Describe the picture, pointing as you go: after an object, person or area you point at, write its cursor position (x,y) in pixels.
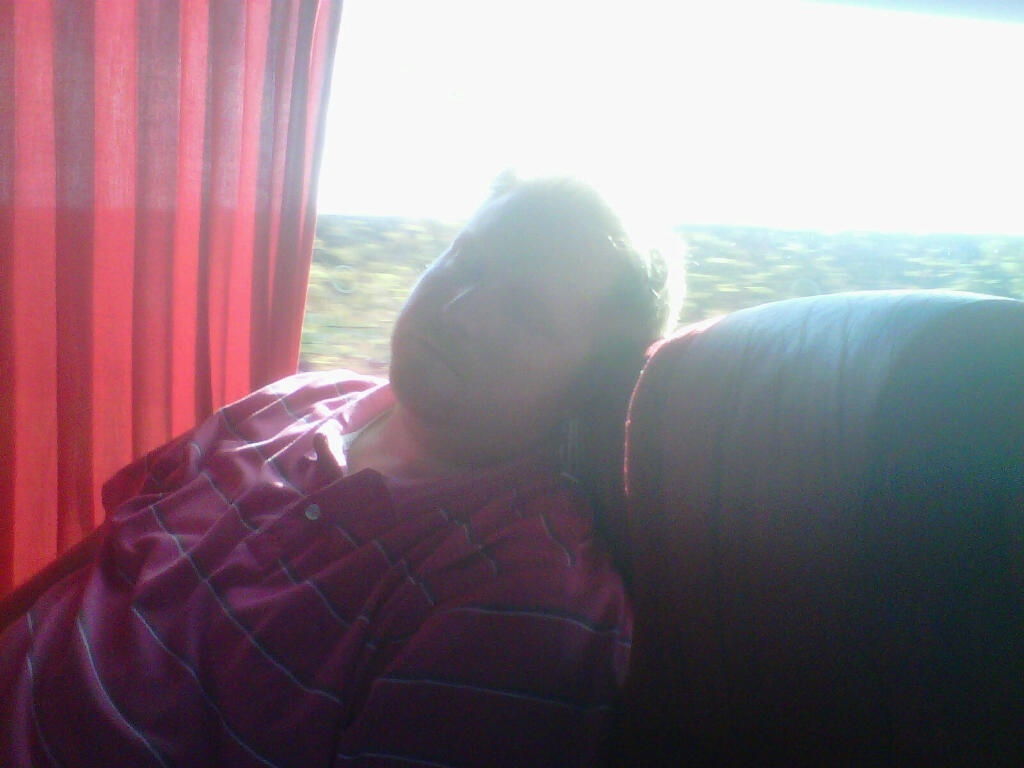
In this image we can see a person (317,600) sitting in the chair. In the background (170,209) there is a curtain (208,178) and window (340,153).
